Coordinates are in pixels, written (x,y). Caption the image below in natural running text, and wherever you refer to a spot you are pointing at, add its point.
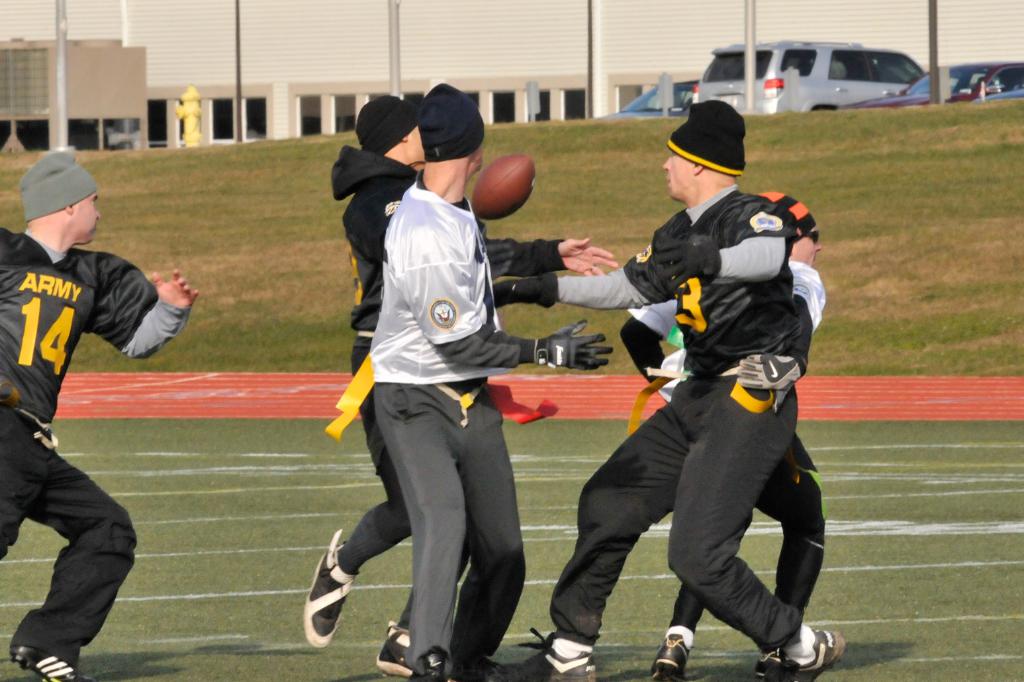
In this image we can see a few people (445,436) playing flag football in the ground (360,499), there are some buildings (168,129), poles (748,60), vehicles (773,63), grass (214,167) and a fire hydrant (187,112).
